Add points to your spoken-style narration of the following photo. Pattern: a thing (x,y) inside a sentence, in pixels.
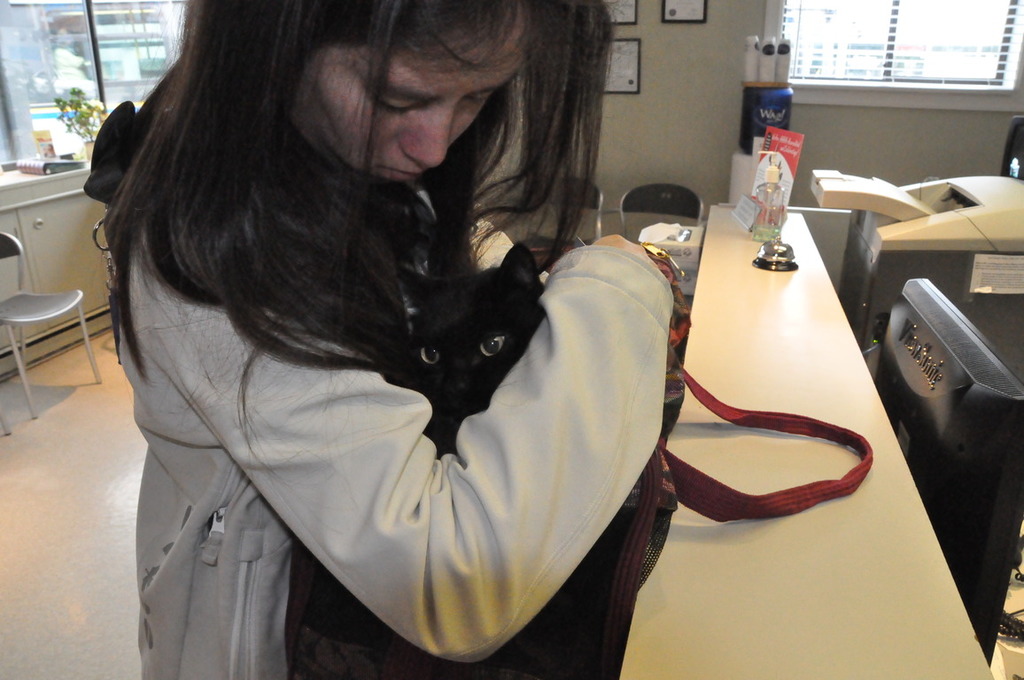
In the foreground (402,43), a woman (253,159) is standing and holding a bag (690,488) in her hand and a cat (498,379). In the left top (104,101) and right top windows (926,80) are visible, through which buildings (146,46) are visible. In the middle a chair (37,294) visible and desk (49,248) is visible on which house plant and books (57,164) are there. In the right (894,538) xerox machine (1003,273) is there and a table (780,539) on which board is there. The wall (987,149) is of ash in color on which photo frames (637,67) are there. This image is taken inside the office (713,65) during day time.
